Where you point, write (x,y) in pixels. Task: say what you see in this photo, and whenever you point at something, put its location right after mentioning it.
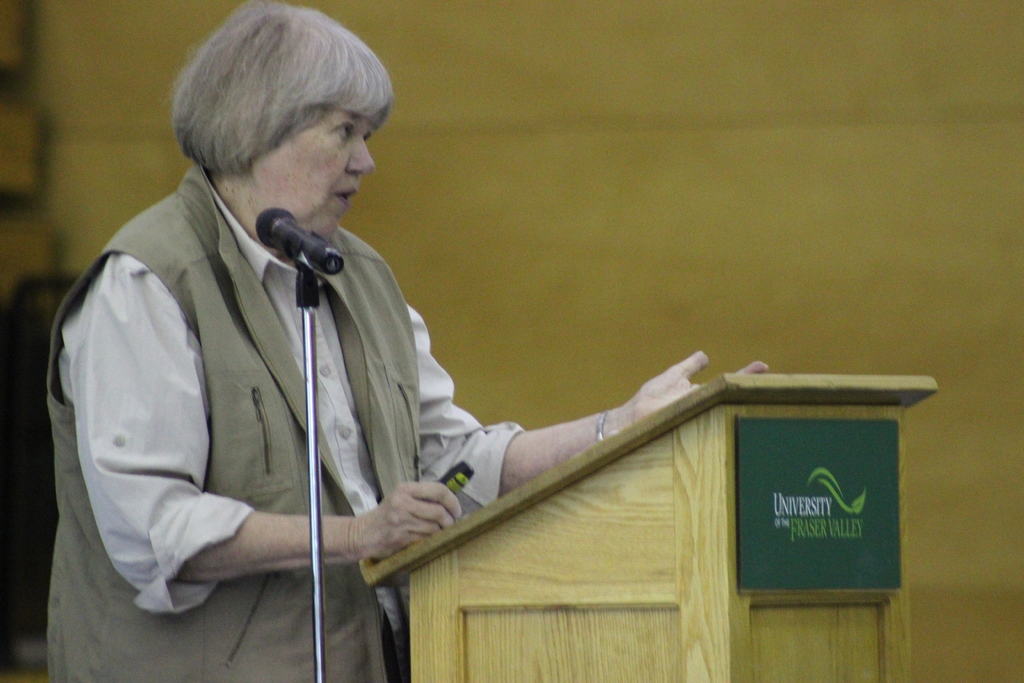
There is a person (194,352) standing and holding an object (457,466), in front of this person (341,568) we can see board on the podium (481,577), beside this person (261,114) we can see microphone (300,296) with stand (319,567). In the background (734,265) it is yellow color.
